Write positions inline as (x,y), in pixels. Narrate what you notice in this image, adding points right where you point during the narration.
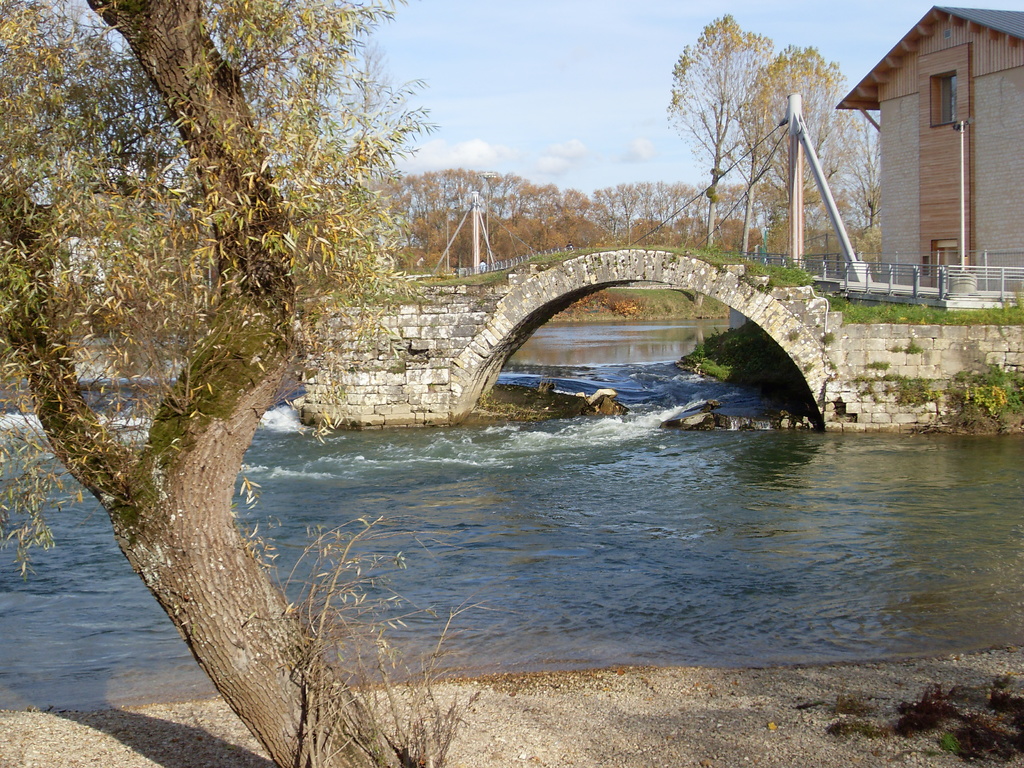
In this picture we can see a tree (272,718) on the ground (563,730), beside this ground (625,684) we can see water (679,573), bridge (479,321), here we can see a house (1018,245), fence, trees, grass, poles (793,197) and we can see sky (555,167) in the background (544,50).
